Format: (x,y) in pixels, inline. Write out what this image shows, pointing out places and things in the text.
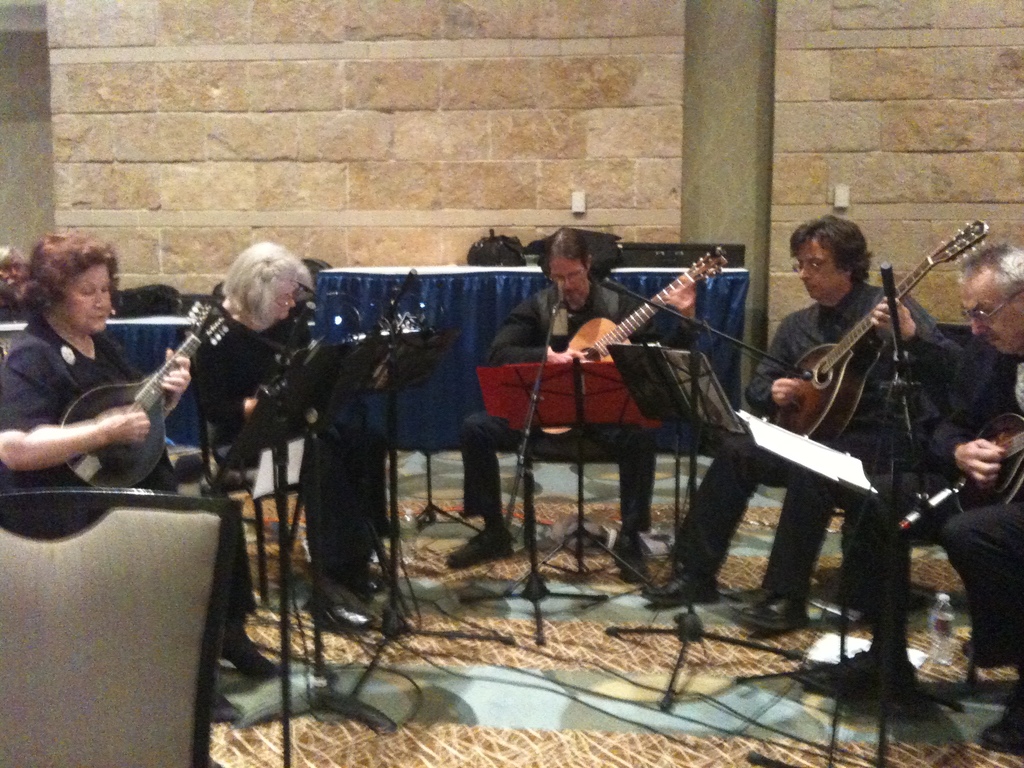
In this image there are five people (83,425). In the left side of the image (63,612) there is an empty chair (134,593) and a woman (62,449) sitting on a chair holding a musical instrument (130,398) in her hand (170,375). In the right side of the image (1014,746) a man (861,252) is sitting on a chair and playing a music. At the bottom of the image (461,696) there is a floor (511,722) with mat (540,673). In middle of the image (344,444) there are mics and three persons (472,489) sitting on a chair (204,423). At the background (568,32) there is a wall (946,139) and a table (463,269) with tablecloth (446,405).
